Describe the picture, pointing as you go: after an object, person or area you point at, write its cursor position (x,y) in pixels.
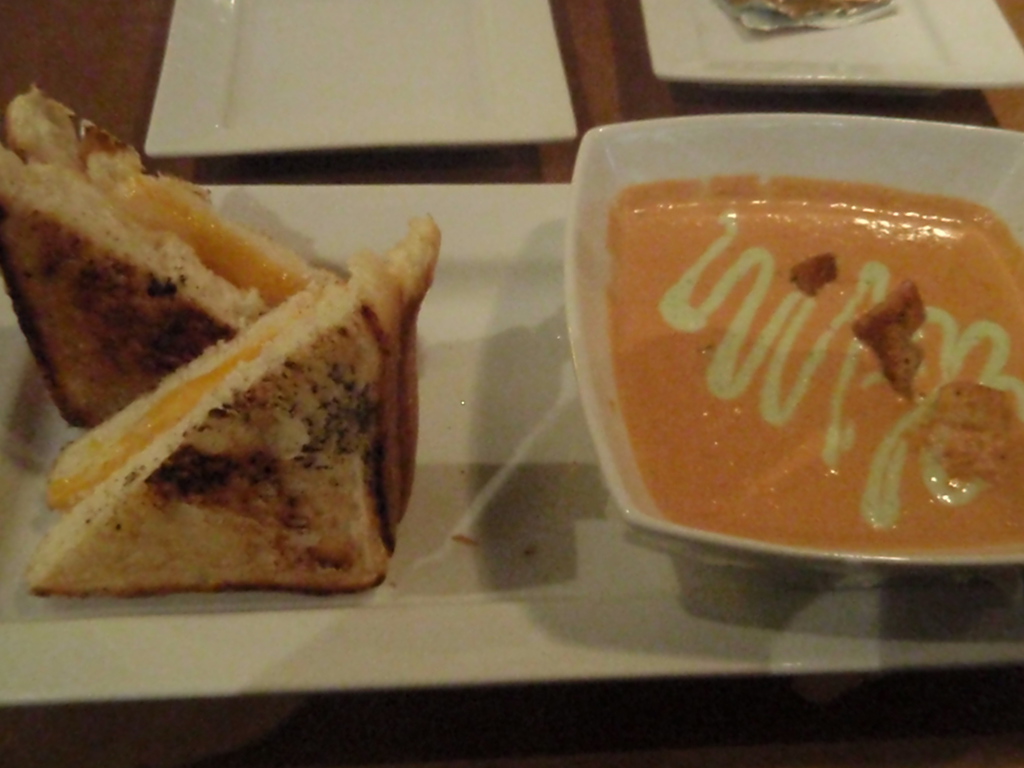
In this image we can see a tray (668,635). On the left side of the image (328,482) we can see food item (315,474) and on the right side of the image (687,125) we can see a bowl (709,549) in which food item (807,495) is there.
